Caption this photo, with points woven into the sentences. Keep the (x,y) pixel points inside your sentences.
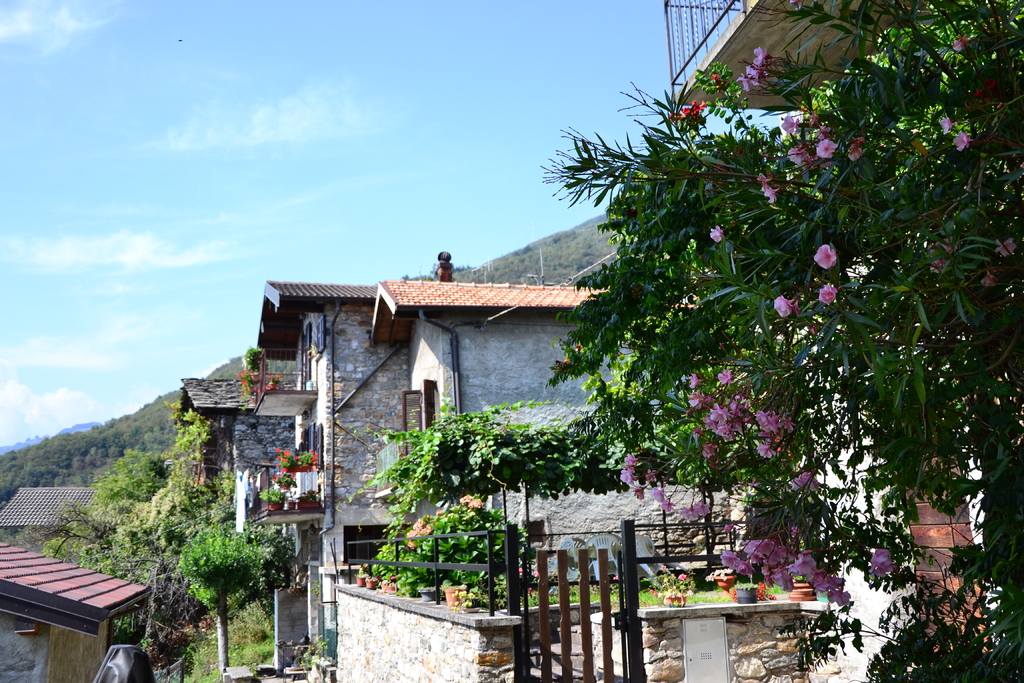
In this picture we can see few house (573,507), trees (782,234) and flowers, in the background (100,420) we can find hills (105,443) and clouds (38,363).
